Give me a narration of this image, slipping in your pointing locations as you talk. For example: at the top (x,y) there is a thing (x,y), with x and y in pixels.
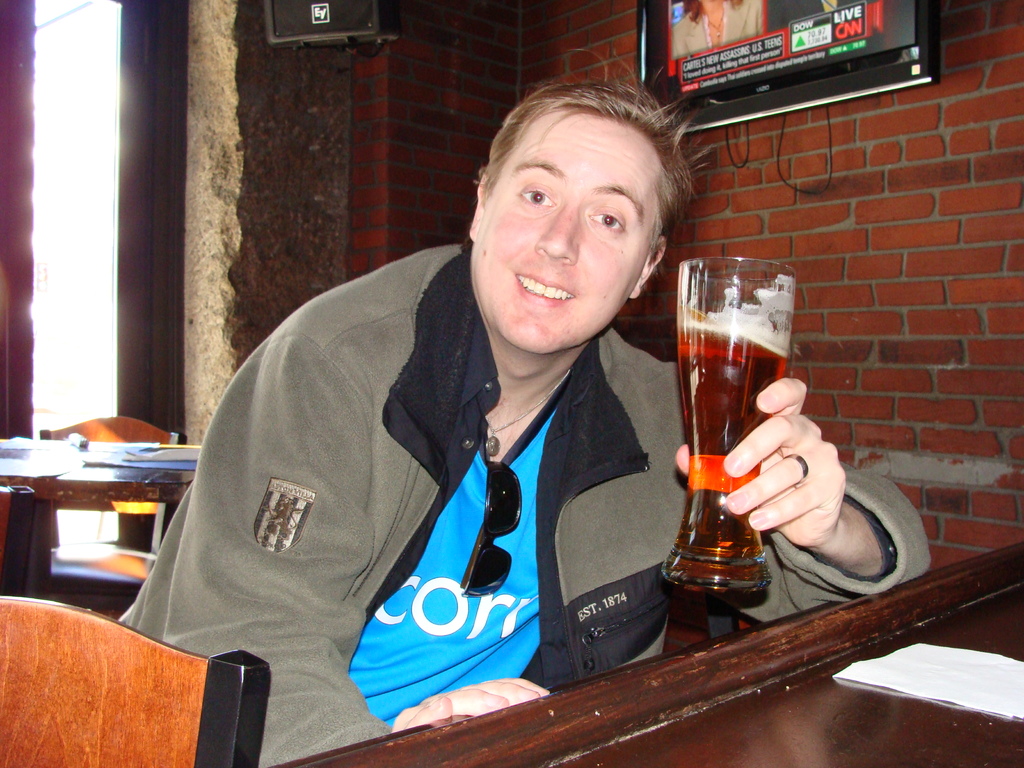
In this image person (457,606) is sitting on the chair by holding the beer (722,453). In front of him there is a table (880,702) and beside him there is a chair (161,697). At the background (347,109) there is a wall (924,289) and TV (880,49) is attached to the wall (540,55). At the left side (64,151) there is a window (87,295).
